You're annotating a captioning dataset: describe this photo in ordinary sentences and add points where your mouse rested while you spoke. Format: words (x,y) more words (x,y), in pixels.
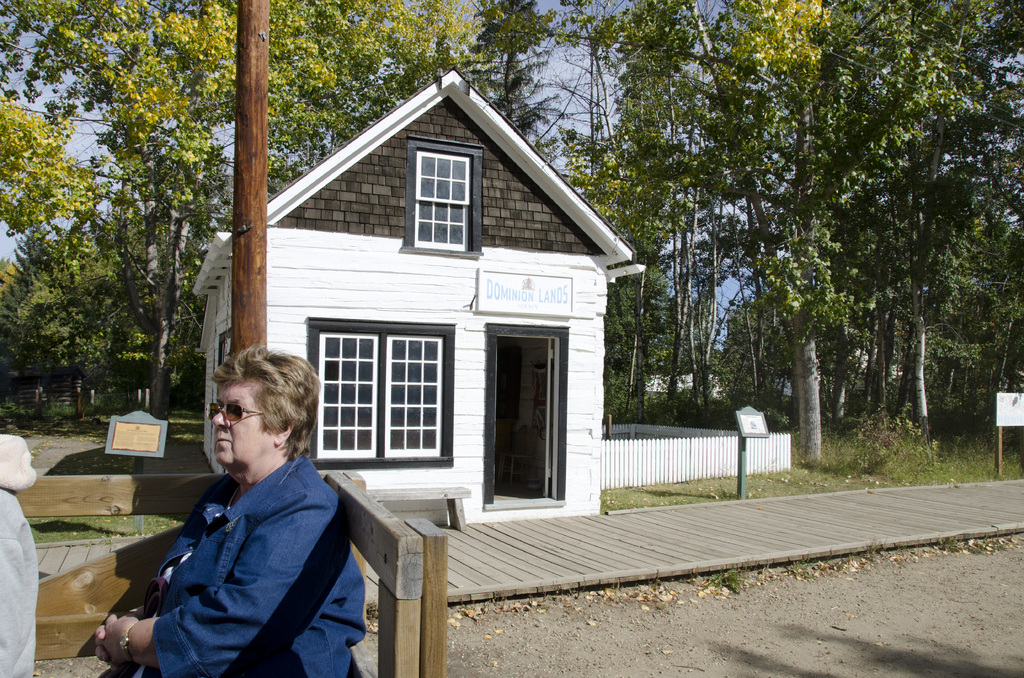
In this image I can see a small house (533,199), at the top (548,68) I can see the sky (586,82) and tree (835,67), in front of the house (268,263) I can see a pole (251,221) and I can see a woman (300,657) wearing a blue color jacket (268,514), sitting on the bench (393,661).
